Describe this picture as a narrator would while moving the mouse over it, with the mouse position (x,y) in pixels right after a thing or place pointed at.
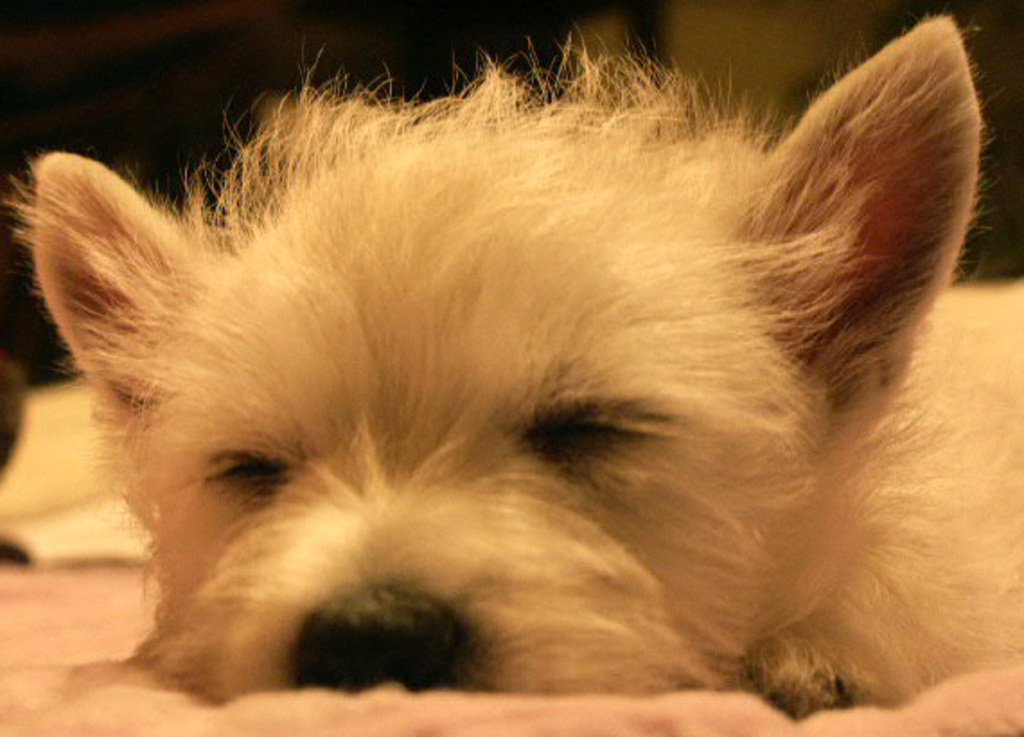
In this picture we can see a dog (552,685) sleeping, blanket (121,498) and in the background (200,20) it is dark.
